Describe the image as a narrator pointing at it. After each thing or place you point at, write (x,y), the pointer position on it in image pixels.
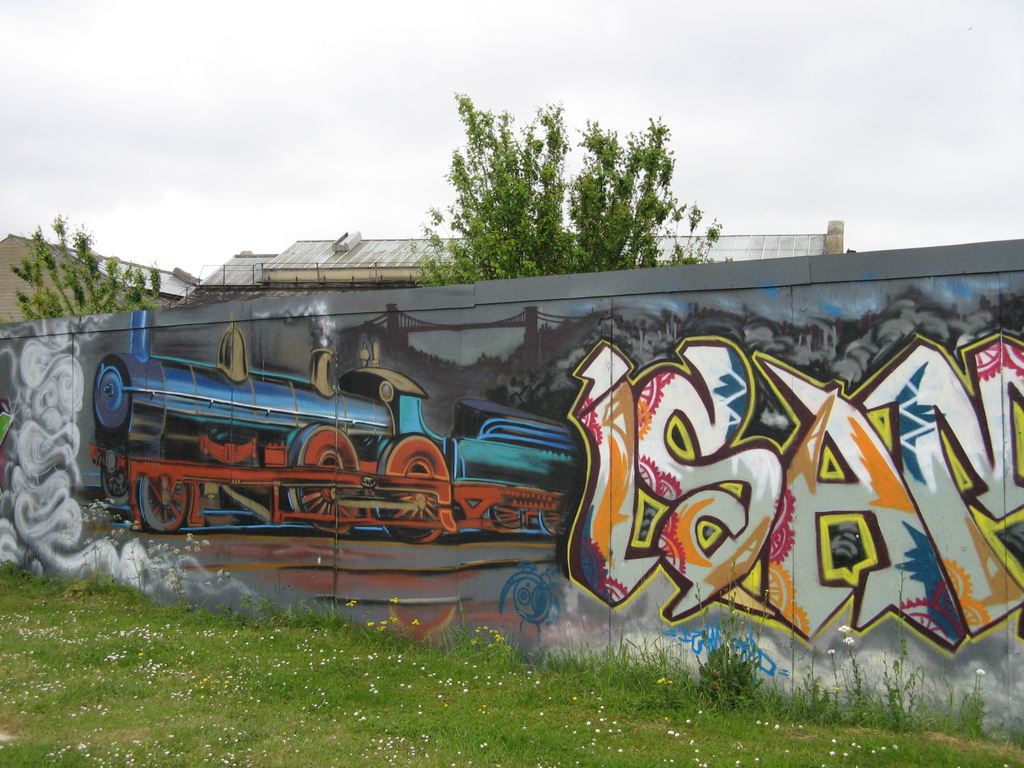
This picture is clicked outside. In the foreground (712,719) we can see the green grass (56,646) and plants (726,668) and we can see a wall (632,326) on which we can see the picture of a train (240,510) and we can see the text (822,452) and the pictures of bridge (514,326) and some other items (540,356). In the background (823,69) we can see the sky (286,89), trees (608,226) and some buildings (800,244).
